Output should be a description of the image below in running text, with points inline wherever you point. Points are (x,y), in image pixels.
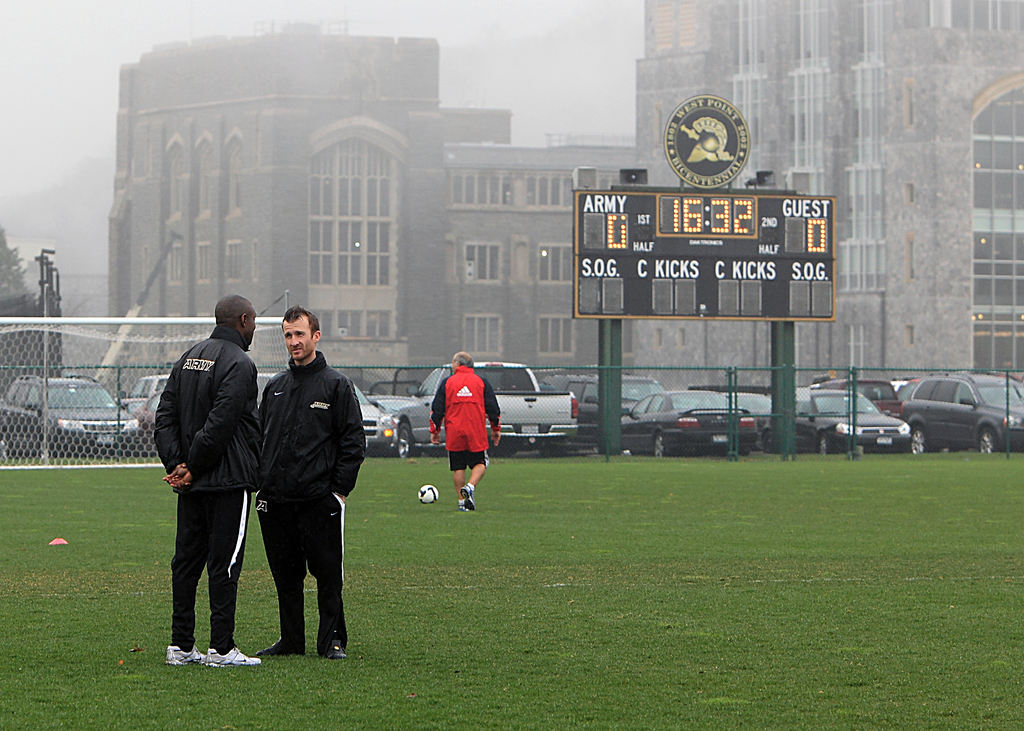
This picture is clicked outside the city. In this picture, we see two men (190,463) in black jackets (306,435) are standing. At the bottom (351,522), we see the grass (353,496). Behind them, we see a man (457,413) in the red jacket (454,447) is walking. Beside him, we see a white ball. In the middle of the picture (597,316), we see poles (615,411) and a board (655,319) in black with some text (673,275) written on it. Behind that, we see a fence (501,417) and behind that, we see the vehicles (763,408) are parked on the road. There are trees (9,274) and buildings (774,113) in the background (774,113) and are covered with the fog (45,170).
